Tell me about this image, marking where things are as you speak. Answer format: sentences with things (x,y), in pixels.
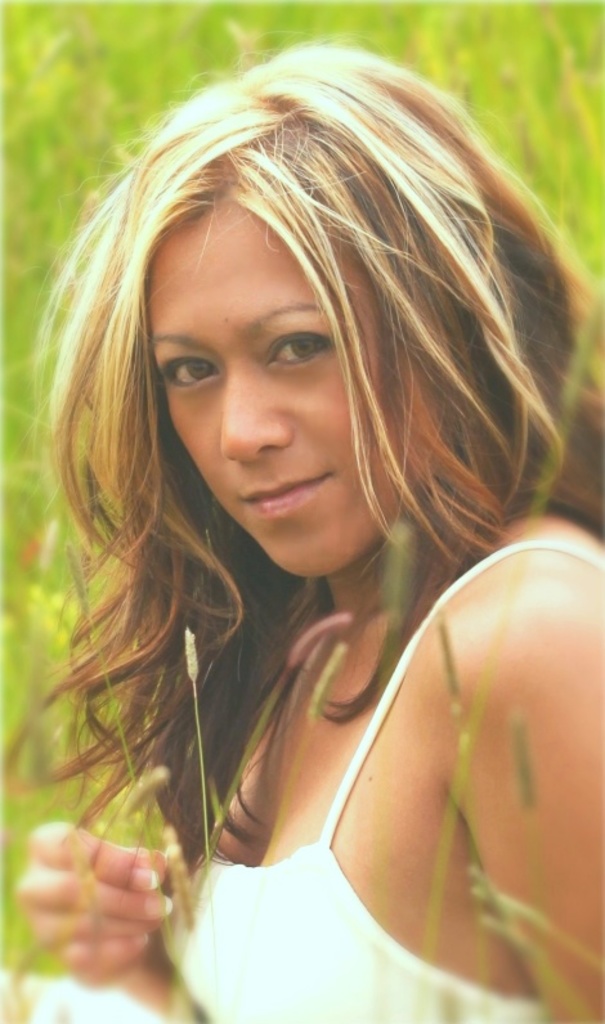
In this image I see a woman (267,481), who is wearing white top (357,904) and it is green color in the background (68,219).
